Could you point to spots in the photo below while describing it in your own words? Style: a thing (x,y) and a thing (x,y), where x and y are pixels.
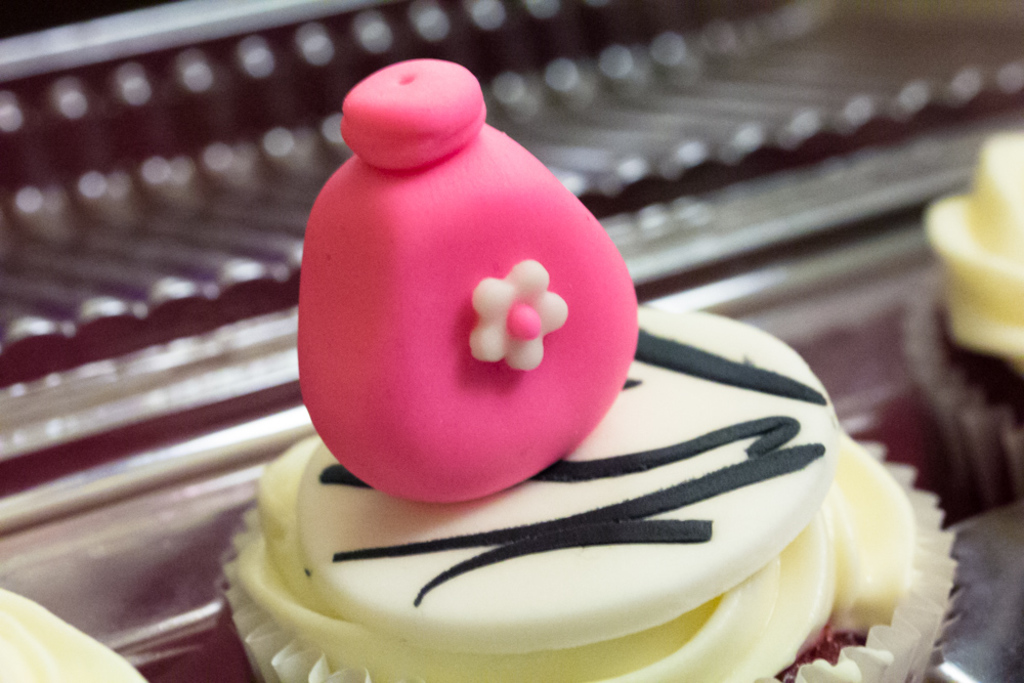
In the center of the image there is a cupcake (677,678).
